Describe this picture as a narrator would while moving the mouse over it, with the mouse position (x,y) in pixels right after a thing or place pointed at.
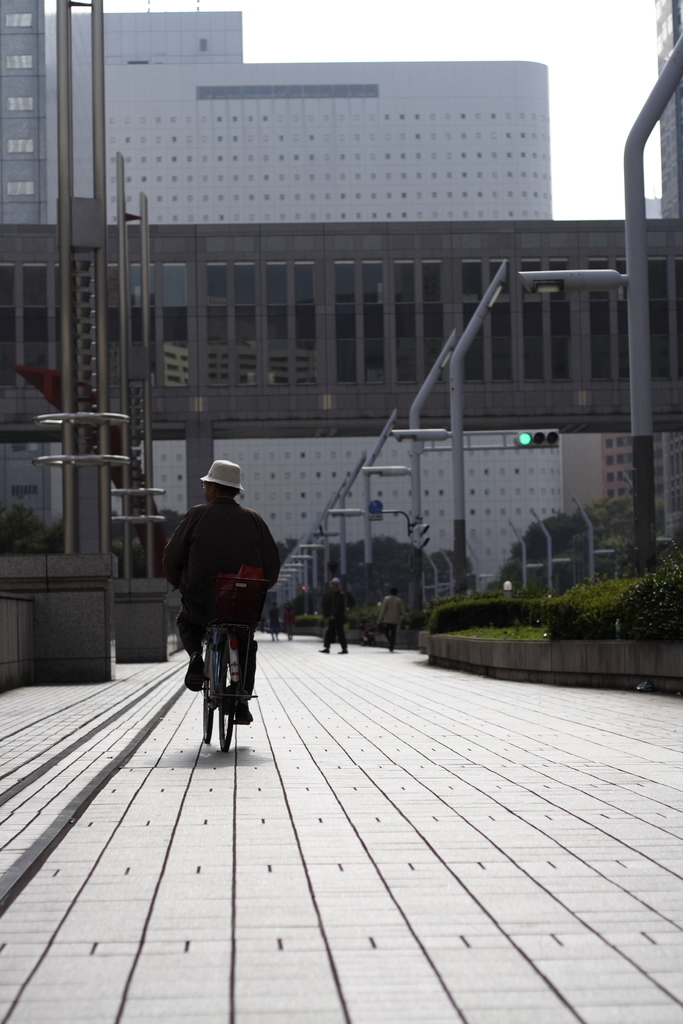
As we can see in the image there is a man (239,545) riding bicycle (226,656), plants (673,622), road (406,699) and buildings (343,306).
